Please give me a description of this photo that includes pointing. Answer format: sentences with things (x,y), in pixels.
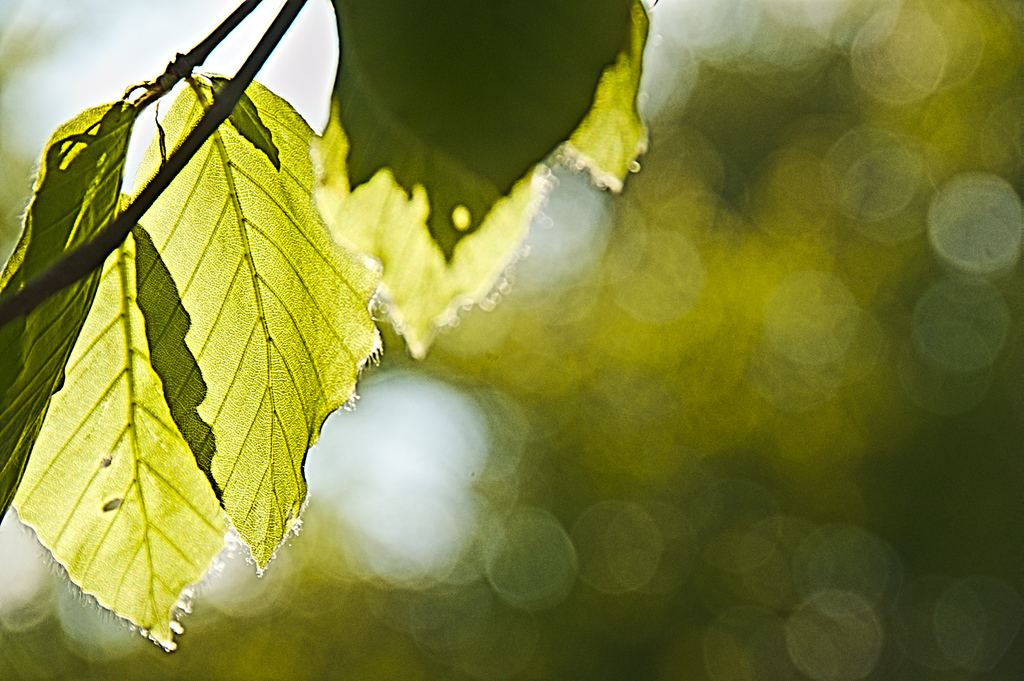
In this image we can see leaves (128,292).
